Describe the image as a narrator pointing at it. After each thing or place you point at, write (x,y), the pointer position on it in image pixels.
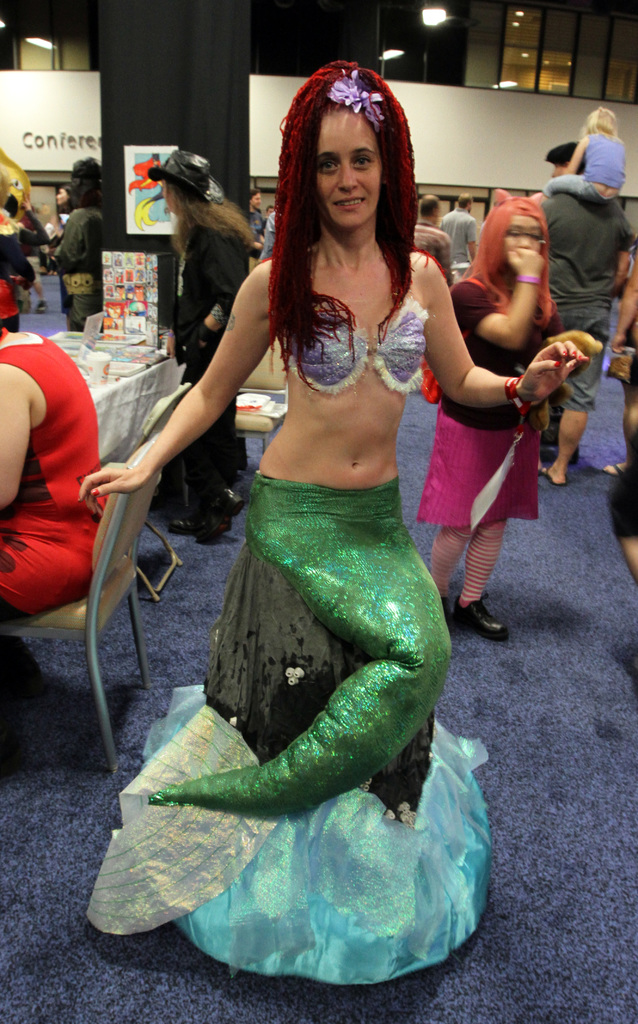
In this image in the front (304,426) there is a woman (346,513) standing and wearing a costume (285,657) and smiling. In the background (488,243) there are persons (269,247) standing and sitting. On the left side (111,400) there is a table (142,386), on the table (103,398) there are objects (130,314) and there is a pillar (179,99) which is covered with black colour sheet (192,103) and there is a board (96,126) and on the board (45,111) there is some text (62,135) written. On the floor (545,736) there is a mat (561,854) which is blue in colour.
